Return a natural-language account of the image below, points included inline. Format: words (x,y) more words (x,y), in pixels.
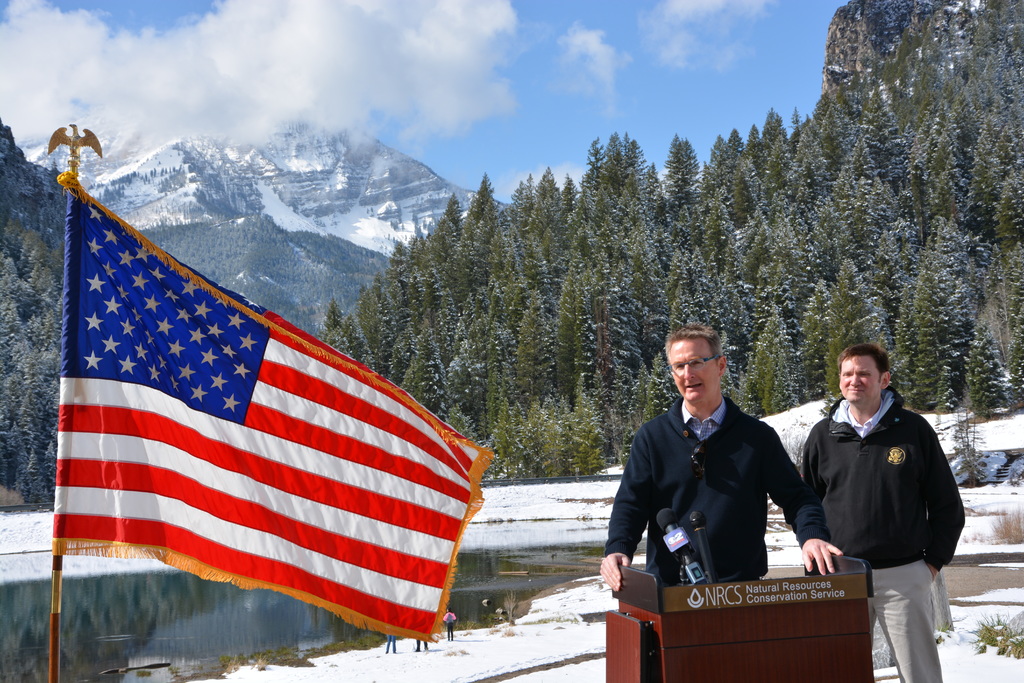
In this image we can see some persons (714,493) standing, among them one person (745,563) is standing in front of the podium (728,590), on the podium (741,593), we can see some text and mics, there are some trees (600,320), mountains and water (501,546), in the background (576,86) we can see the sky (597,76) with clouds (594,76).
